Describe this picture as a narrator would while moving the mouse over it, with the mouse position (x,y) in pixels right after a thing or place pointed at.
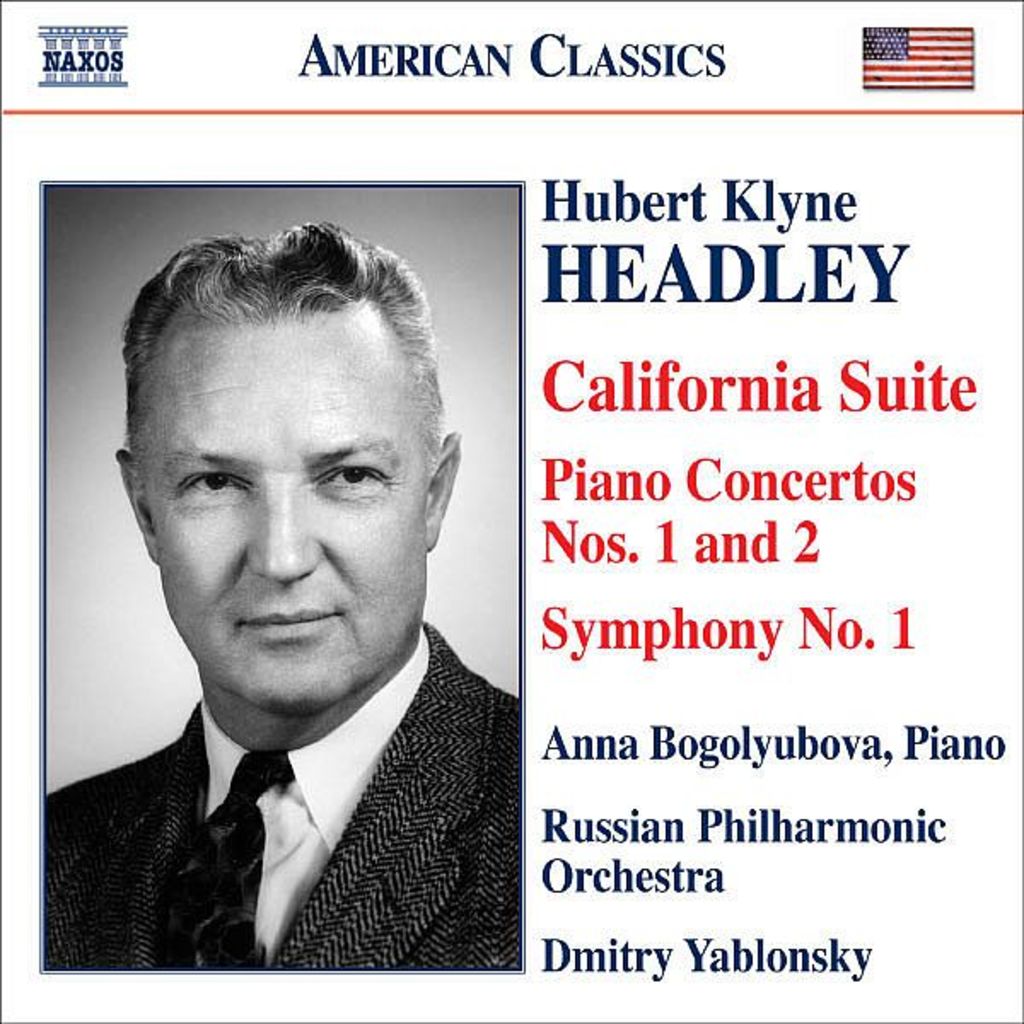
A man (355,753) is wearing suit (388,808).
